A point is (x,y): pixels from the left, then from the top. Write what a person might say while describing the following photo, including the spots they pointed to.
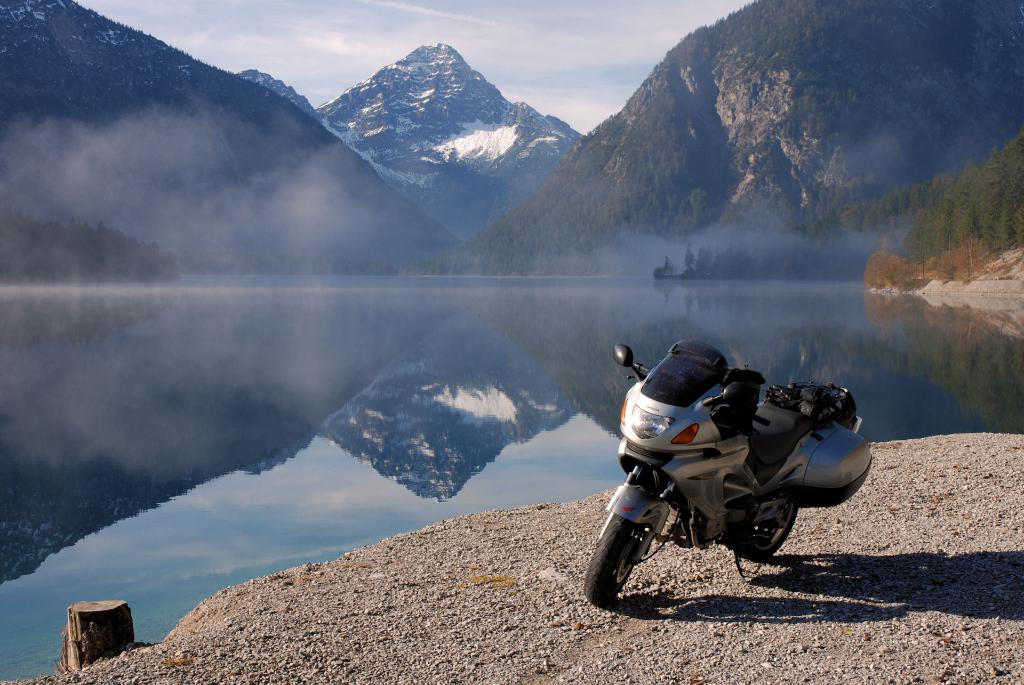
In this image we can see a motorbike (651,452) parked aside on the ground (679,583). We can also see some stones (451,615), a wooden log (109,654) and a large water body (416,373). On the backside (97,248) we can see a group of trees (97,248), the hills (498,220) and the sky (355,71) which looks cloudy.
